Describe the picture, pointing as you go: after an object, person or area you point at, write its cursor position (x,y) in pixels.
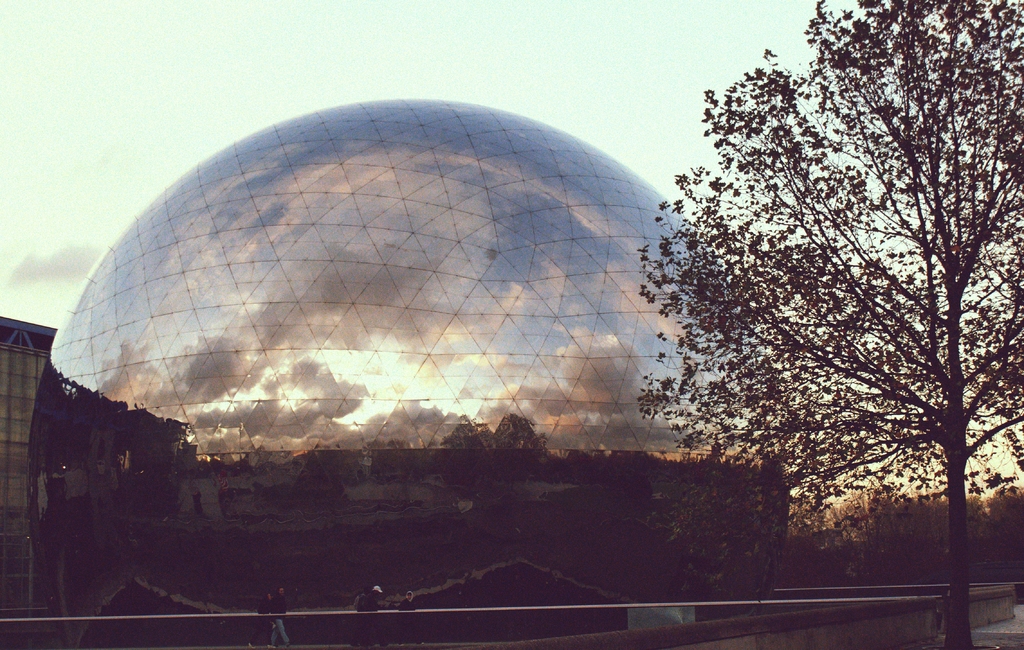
In the image there is a domed shaped construction (307,375) with mirror reflection (507,330) on it, there is a tree (902,282) on the right side (932,292) and in the back (892,540) there are many trees (875,535) and above its sky (90,107).
